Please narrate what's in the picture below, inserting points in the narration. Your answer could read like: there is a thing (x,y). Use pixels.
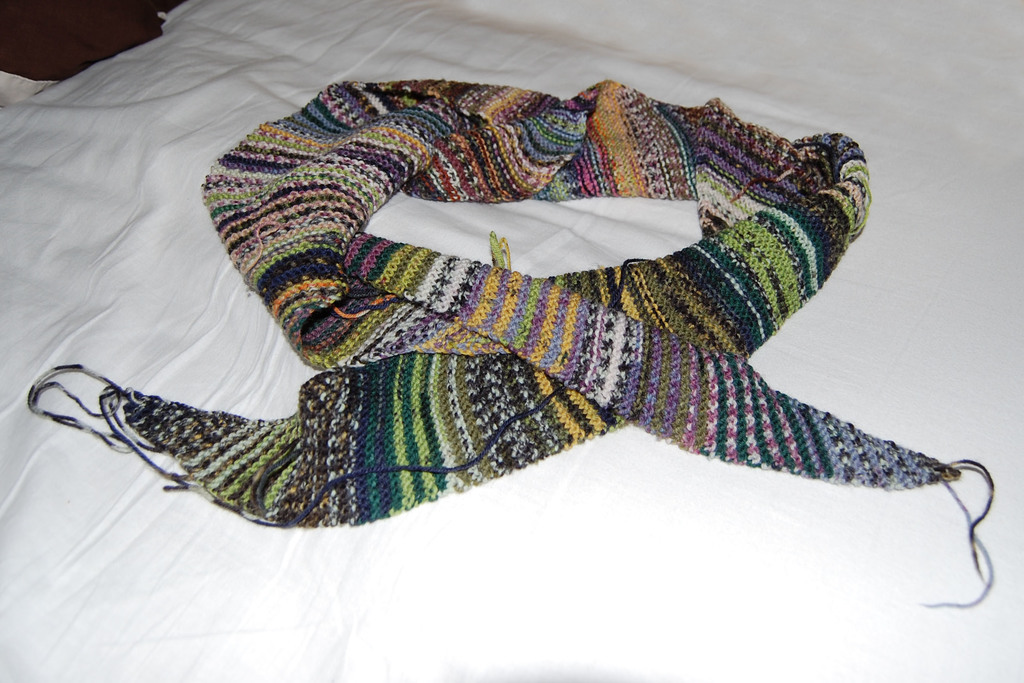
On this white cloth (928,114) there is a colorful woolen scarf (690,254).
